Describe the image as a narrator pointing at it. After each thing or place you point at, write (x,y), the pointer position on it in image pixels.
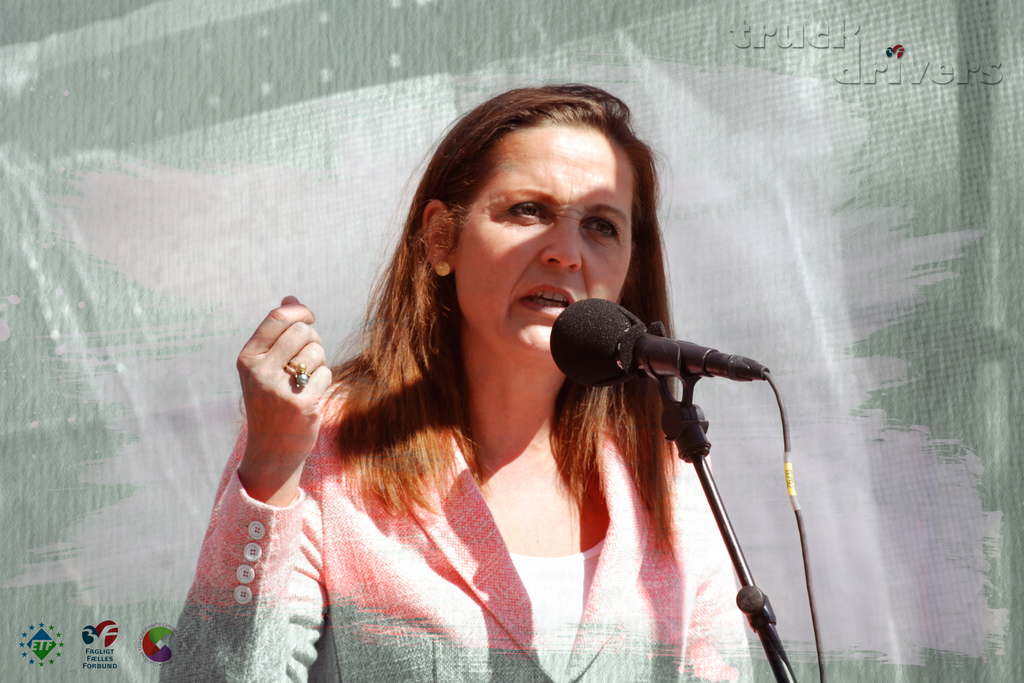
In this image I can see a woman (493,289) who is in front of a mic (692,367) and I see the watermark (97,631) on the top right (871,64) and on the left bottom (85,642).
